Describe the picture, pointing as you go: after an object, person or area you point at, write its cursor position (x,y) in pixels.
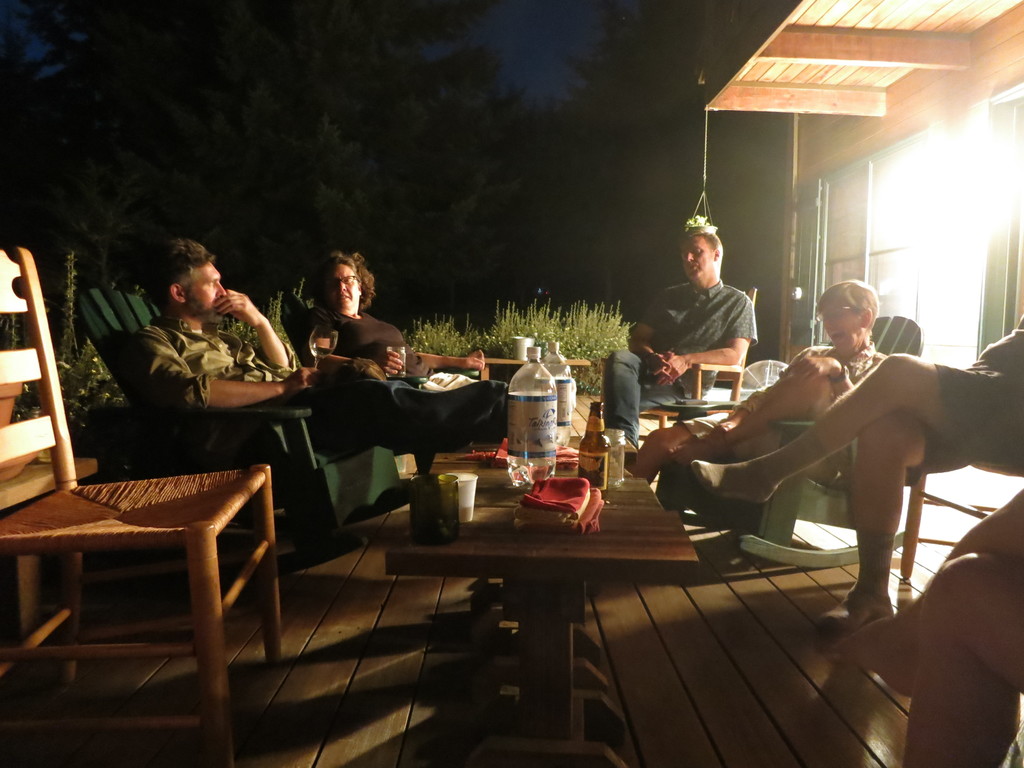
This image is clicked outside. There are trees (400,100) on the top (391,179) and there is building (873,185) on the right top corner (874,143). There is a table (549,563) and chairs (202,460). People (232,367) are sitting on chairs (285,448) around the table (554,549). On that table (512,527) there is water bottle (570,423), cup (437,503), napkin (572,479).
